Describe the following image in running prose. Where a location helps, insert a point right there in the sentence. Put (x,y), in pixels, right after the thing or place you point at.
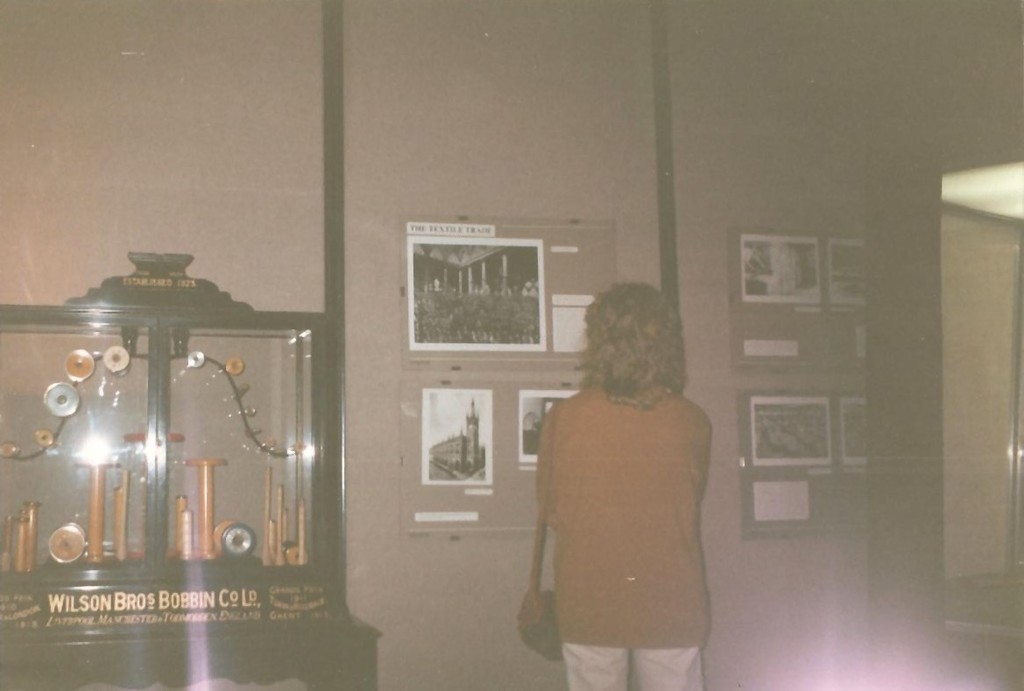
In this picture we can see notice boards (830,318) with posters (757,415). Here we can see a person (665,377) standing. This is an equipment (243,456) with bobbins (218,540) and other objects (238,536). This is a glass (262,520).
